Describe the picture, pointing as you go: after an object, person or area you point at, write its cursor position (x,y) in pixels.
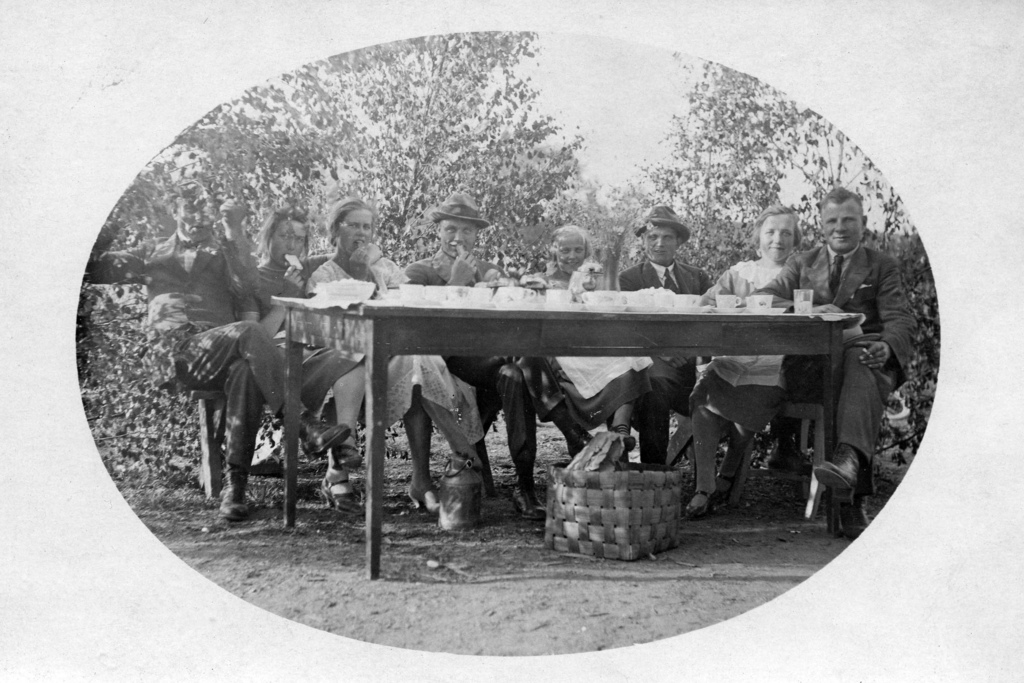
This image consists of a black and white image. In which there are many persons (903,300) sitting. In front of them, there is a table (591,315) on which there are many cups (750,301) and saucers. At the bottom (655,532), we can see a basket (560,527) on the ground (708,538). In the background (425,97), there are plants (850,182). The table (717,349) is made up of wood (377,530).
